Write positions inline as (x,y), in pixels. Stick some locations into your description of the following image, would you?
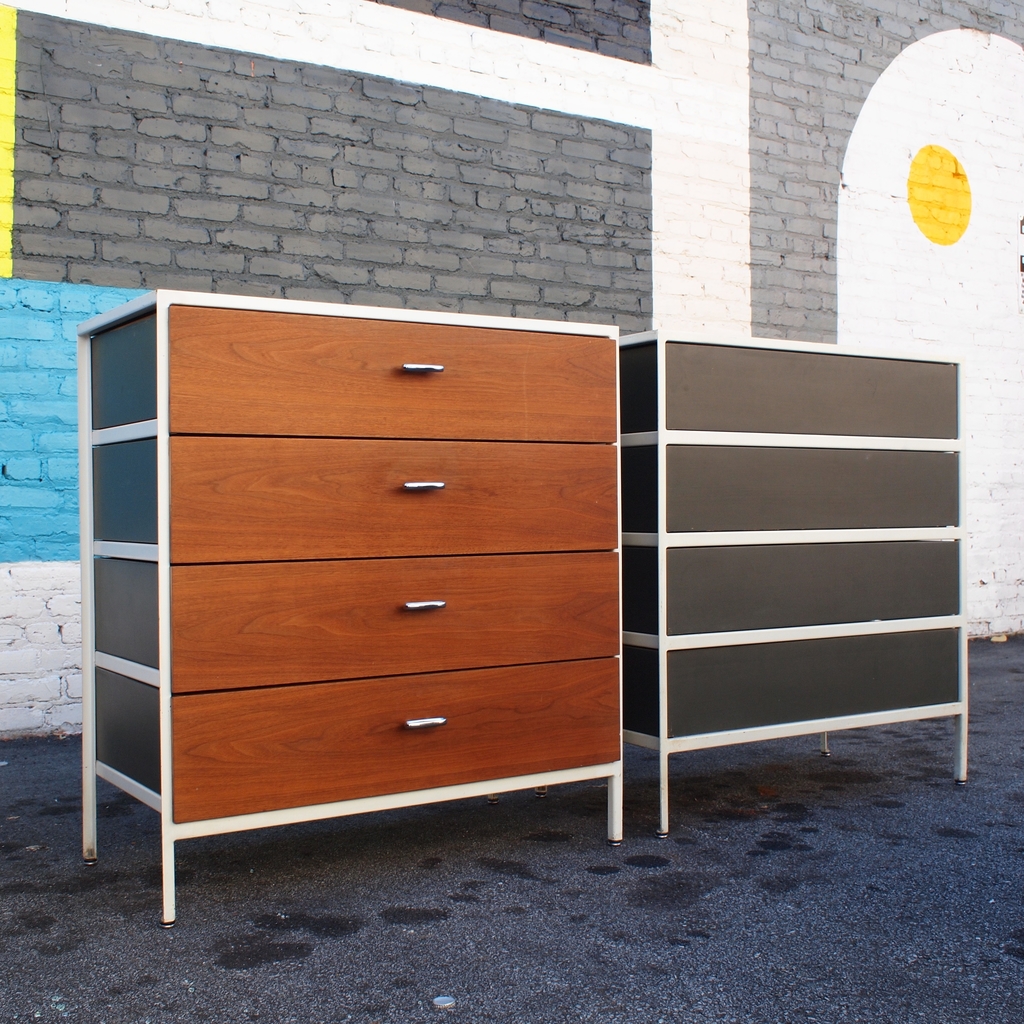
In the front of the image (820,711) there are cupboards (820,699). In the background of the image (227,79) there is a wall (777,64). Painting (445,88) is on the wall (707,223).
